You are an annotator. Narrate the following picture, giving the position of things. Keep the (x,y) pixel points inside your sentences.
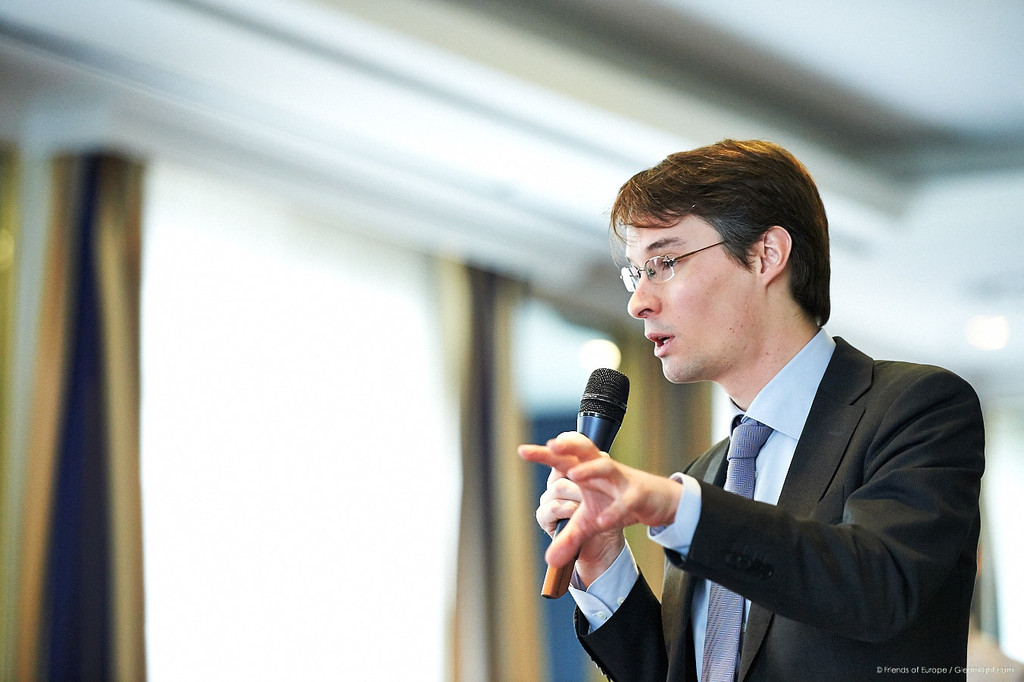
In this image I can see the person (587,457) wearing the black color blazer (776,527), light blue shirt (772,468) and the purple color tie (744,472). He is also wearing the specs (630,280). The person (585,445) is holding the mic (590,416). And I can see the blurred background (354,360).
